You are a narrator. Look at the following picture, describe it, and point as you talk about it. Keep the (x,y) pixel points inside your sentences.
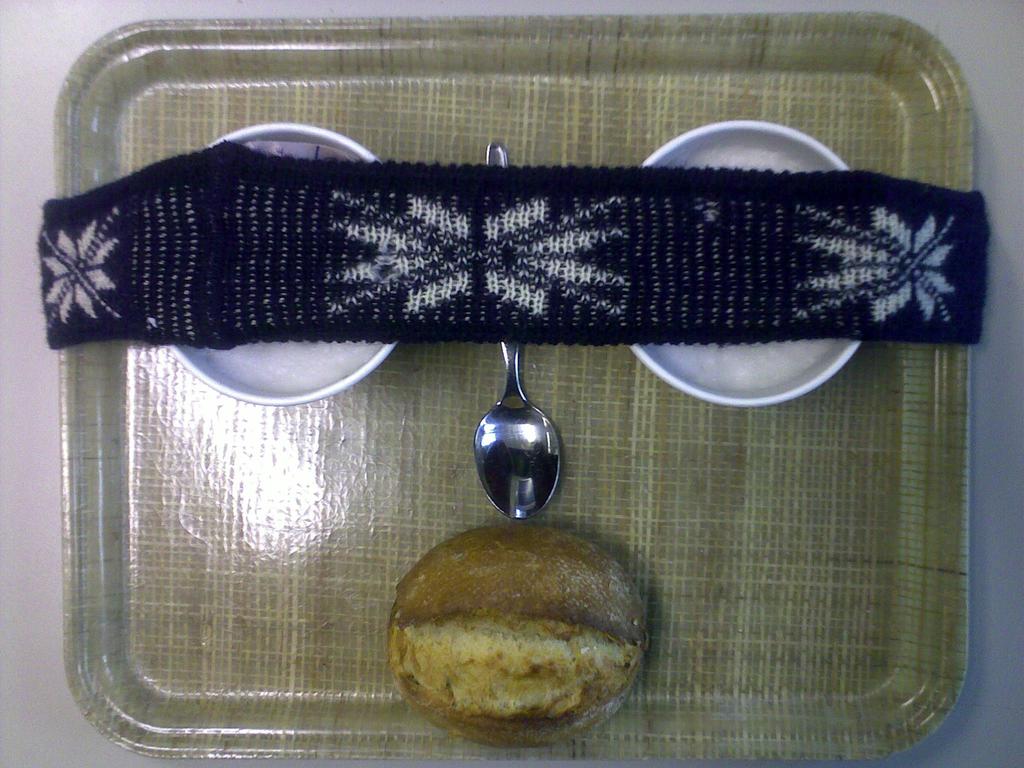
In this picture we can see a food item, a spoon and a cloth (464,317) on the bowls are visible on a tray (876,579). Background (18,662) is white in color.
